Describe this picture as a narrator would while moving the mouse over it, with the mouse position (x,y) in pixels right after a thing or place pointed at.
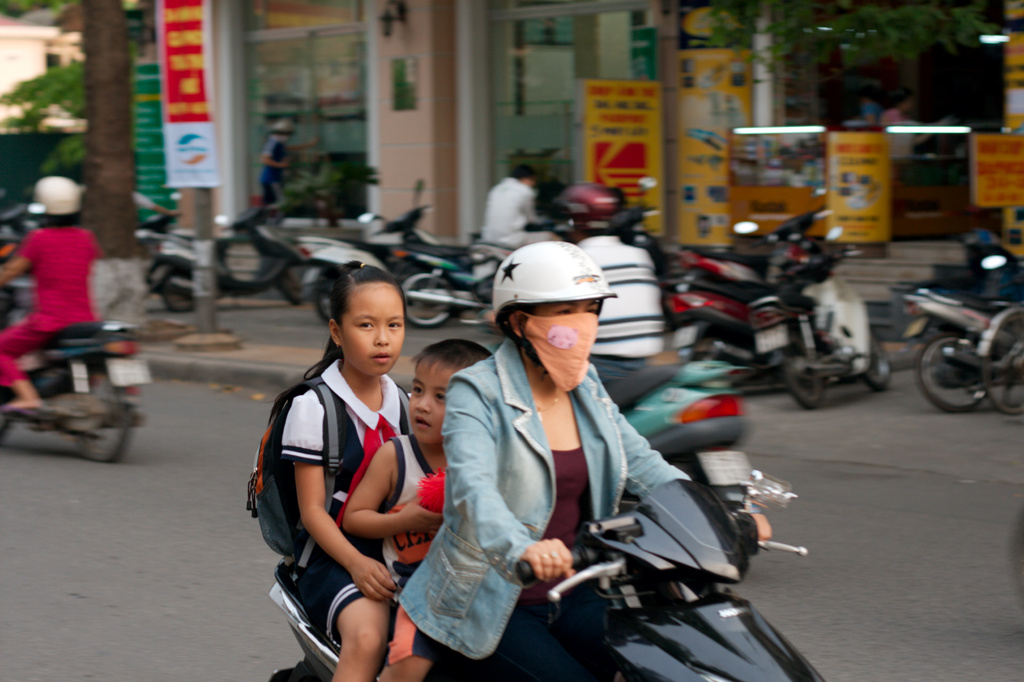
In this image, we can see a woman (565,501) riding a Scooter (683,563), there are two kids (404,477) sitting on the Scooter (639,645), in the background (932,372) we can see some bikes (967,339) and there are some shops (551,118).
